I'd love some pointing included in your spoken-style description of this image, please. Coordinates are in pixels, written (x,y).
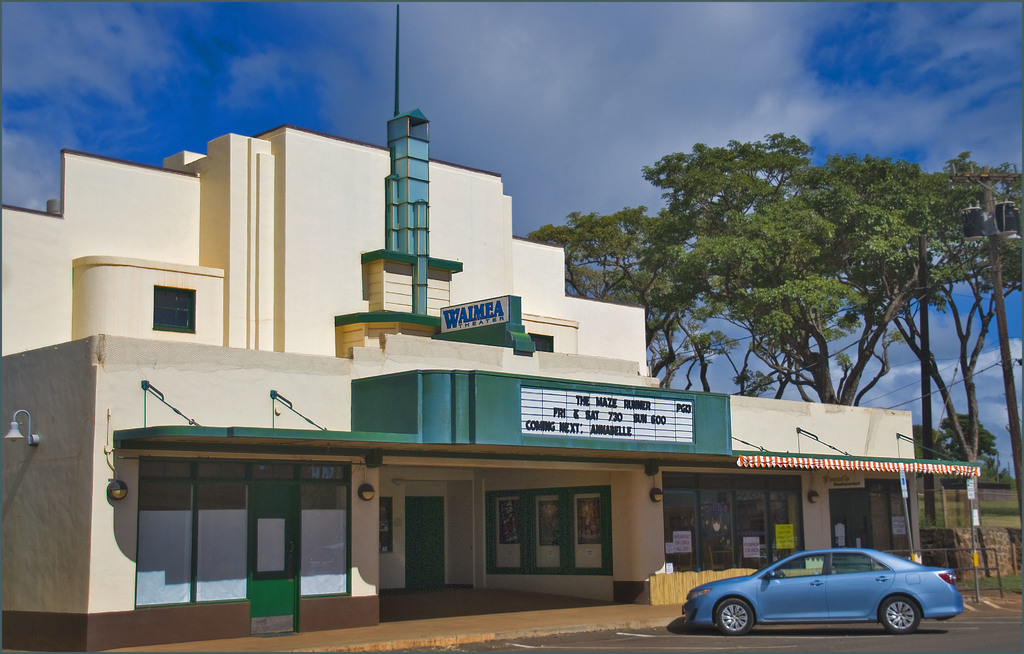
In this image, we can see a building (396,279) beside trees (866,308). There is a car (817,582) in front of the building (627,596). In the background of the image (481,78), there is a sky (212,72).
